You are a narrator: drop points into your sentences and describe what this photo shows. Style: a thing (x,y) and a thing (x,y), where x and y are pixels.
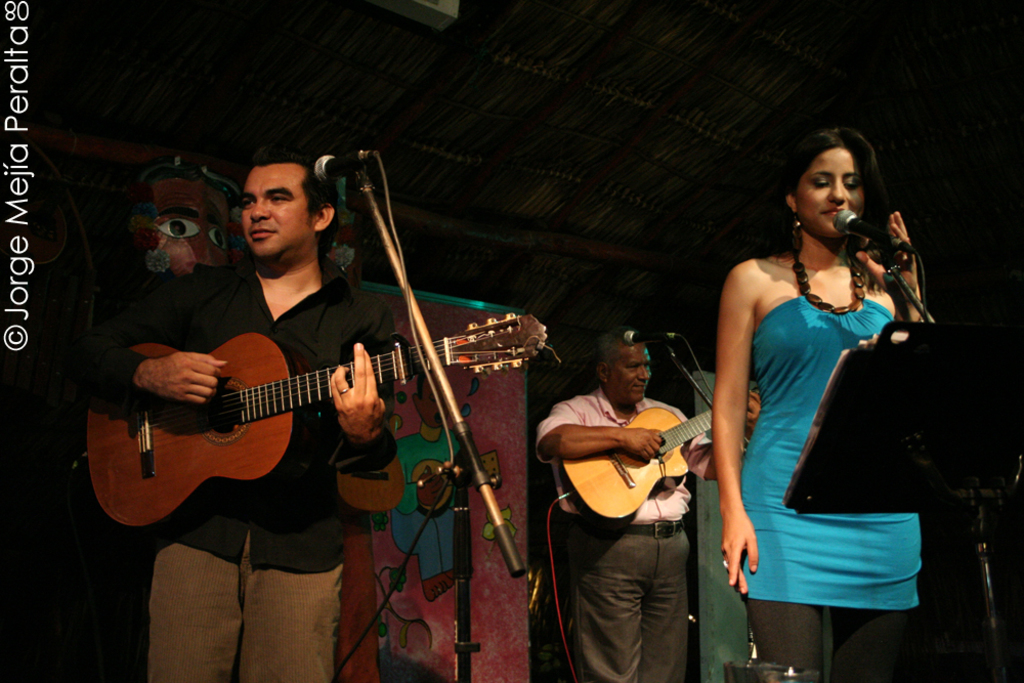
On the background (432,544) we can see a poster (474,516). Here we can see one woman (765,618) standing in front of a mic (877,236) and singing. We can see two men (611,412) standing in front of a mic (682,366) and playing guitars (213,457).
